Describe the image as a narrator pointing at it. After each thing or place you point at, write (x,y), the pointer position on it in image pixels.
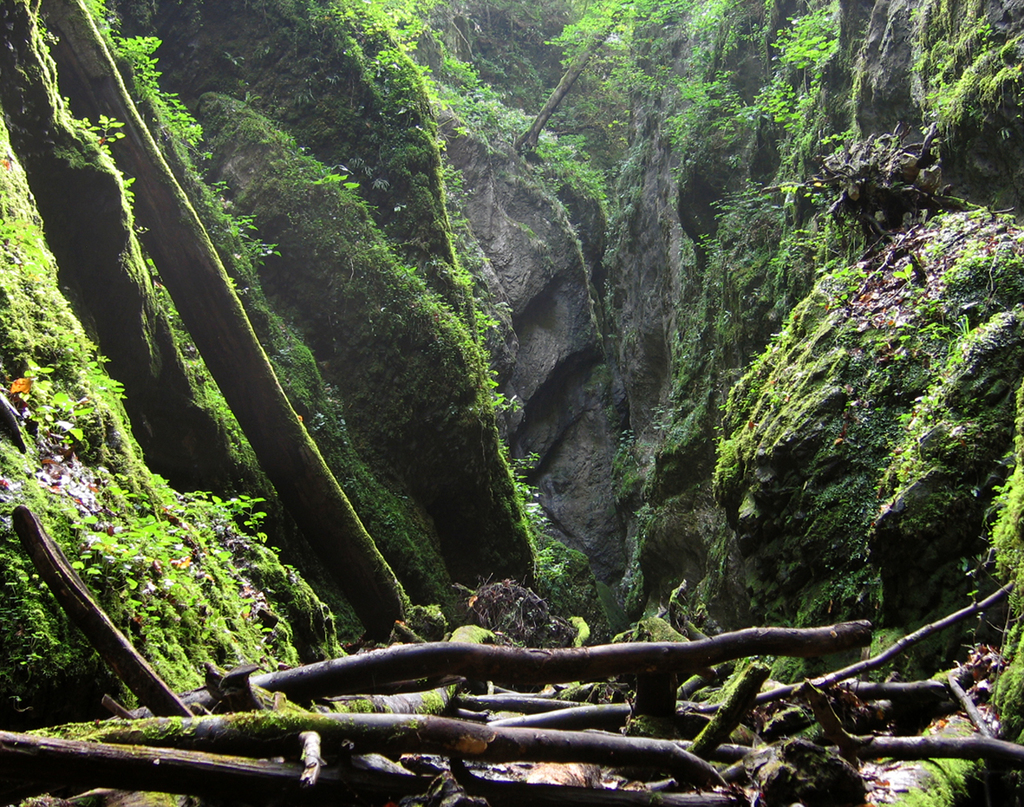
In this picture we can see wooden objects (617,805), plants (805,25), algae (102,459) and rocks (580,365).
